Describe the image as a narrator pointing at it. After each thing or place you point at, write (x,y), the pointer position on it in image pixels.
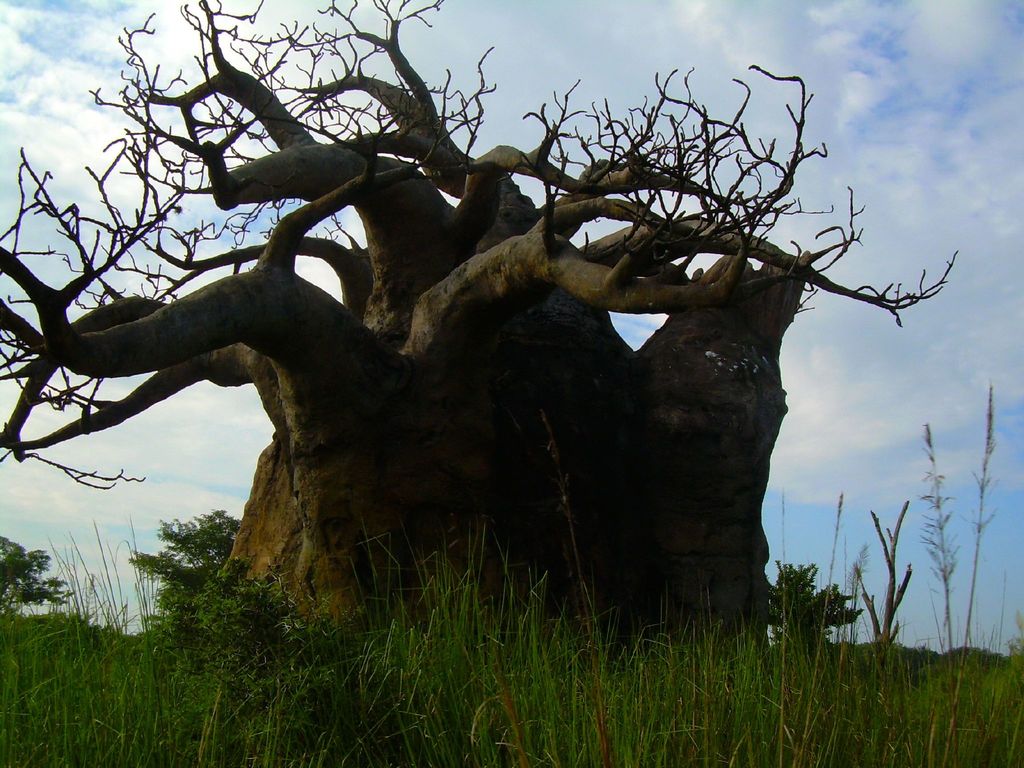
In the image there is a tree (494,590) in the middle of the grassland (597,632) and above its sky (800,66) with clouds (904,179).
